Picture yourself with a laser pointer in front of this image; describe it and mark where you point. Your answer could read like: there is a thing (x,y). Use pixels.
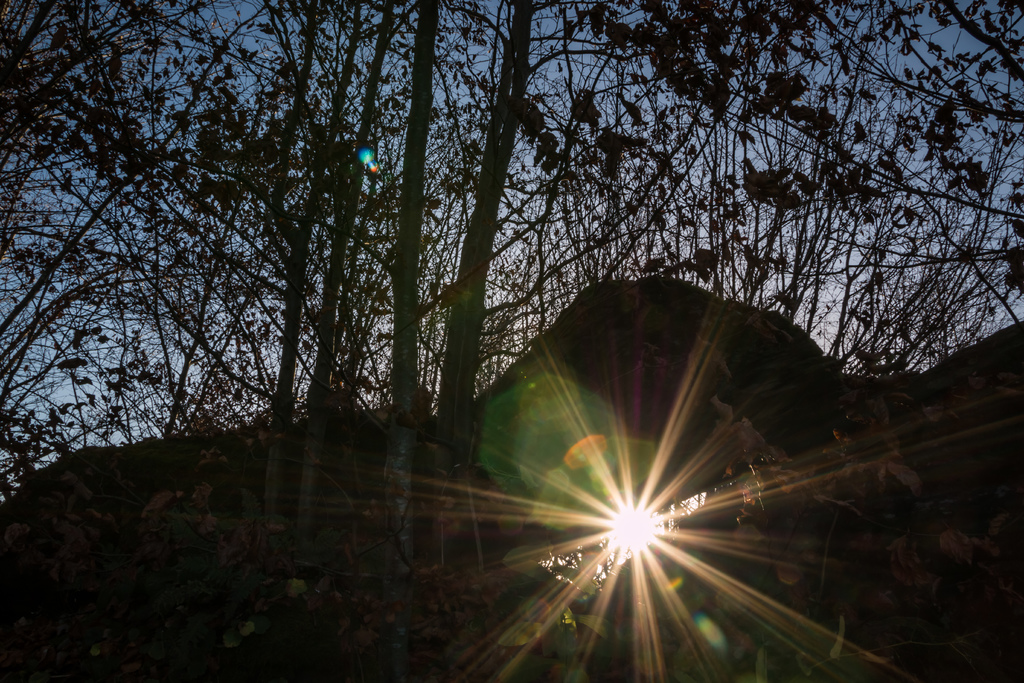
In this image, we can see sunset (609,501) and there are many trees (407,95) in the background (387,322).
